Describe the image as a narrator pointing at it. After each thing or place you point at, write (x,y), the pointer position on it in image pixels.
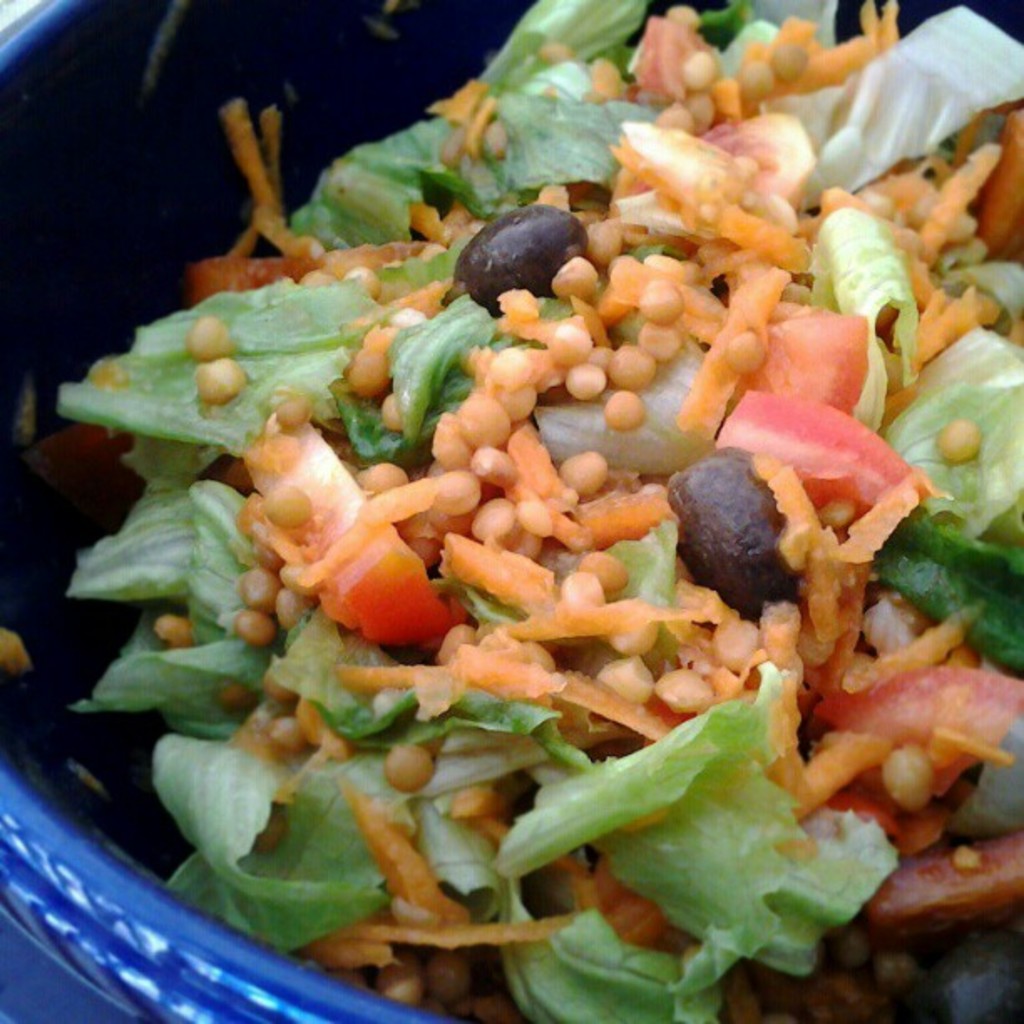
In the center of the image (446,480) there is a salad (464,594) in bowl (154,968) placed on the table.
